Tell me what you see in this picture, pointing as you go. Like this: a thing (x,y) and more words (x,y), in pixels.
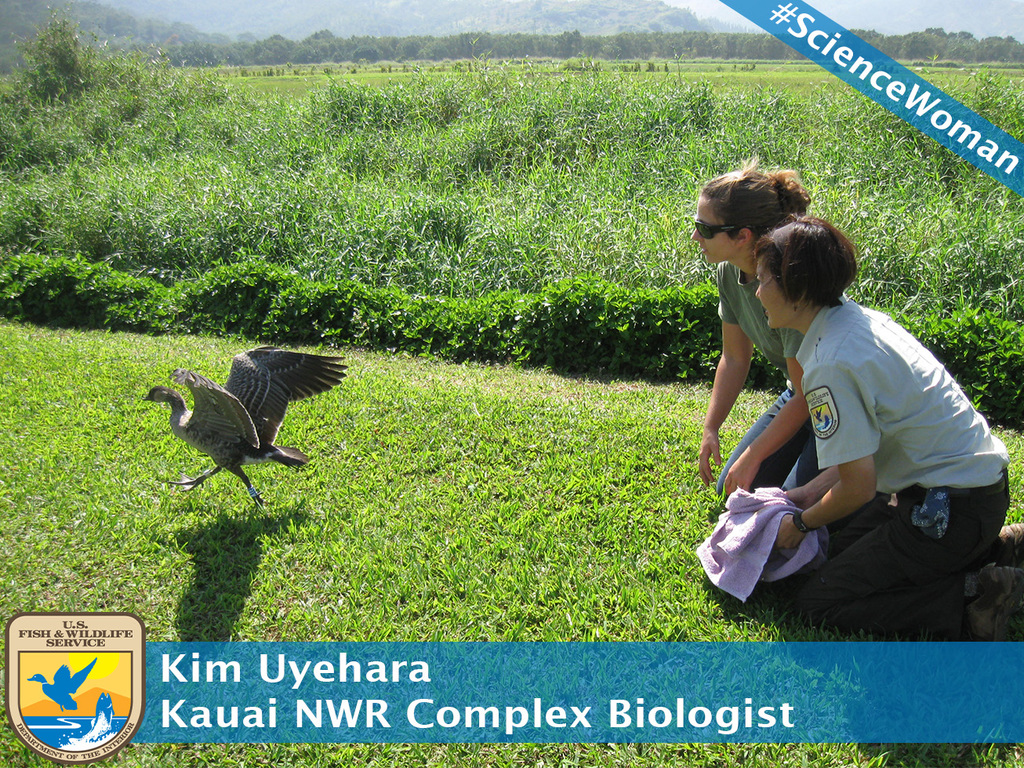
In the given image i can see a people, bird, grass (324,399), plants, trees (692,49), mountains (349,18) and in the background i can see the sky (674,2).
